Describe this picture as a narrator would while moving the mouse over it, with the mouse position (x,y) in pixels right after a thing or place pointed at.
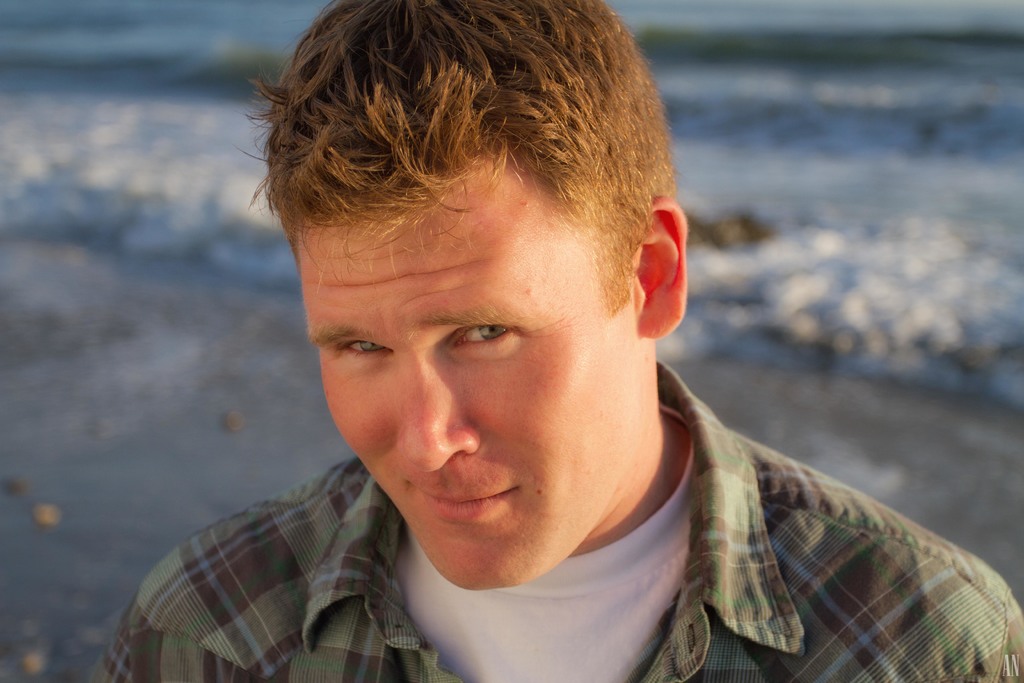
In this image we can see a man (480,576).
